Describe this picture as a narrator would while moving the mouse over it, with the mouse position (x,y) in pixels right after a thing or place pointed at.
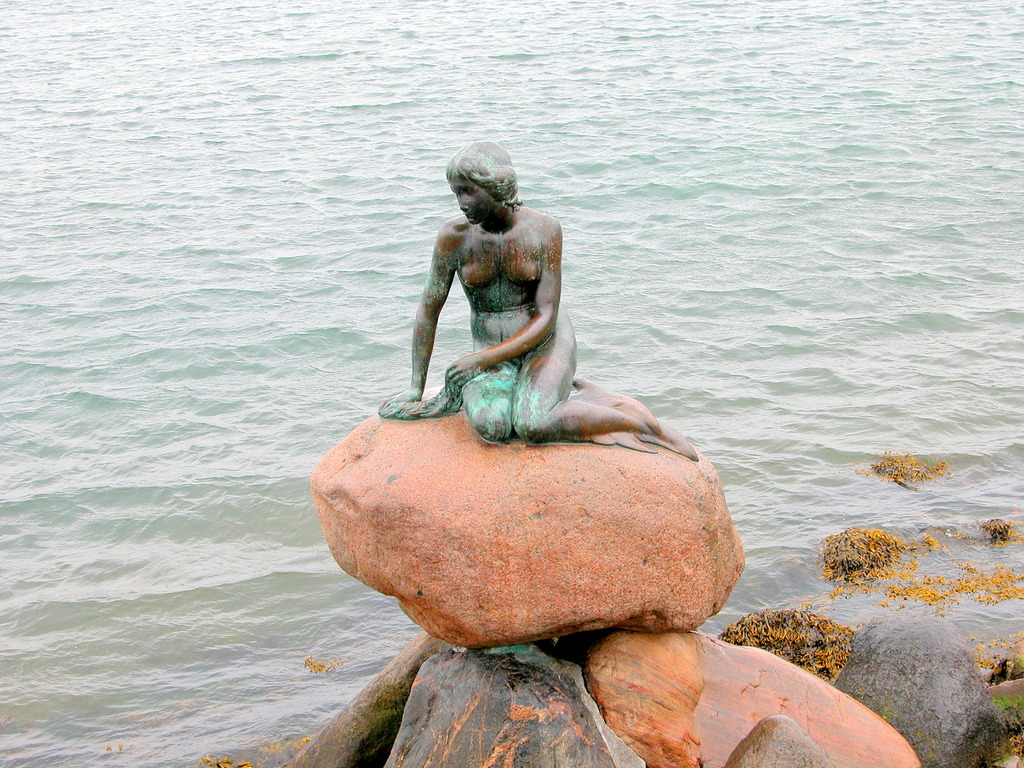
In the center of the image (512,348) we can see a sculpture (502,251). At the bottom (578,592) there are rocks (423,739). In the background (636,236) there is water (243,262).
